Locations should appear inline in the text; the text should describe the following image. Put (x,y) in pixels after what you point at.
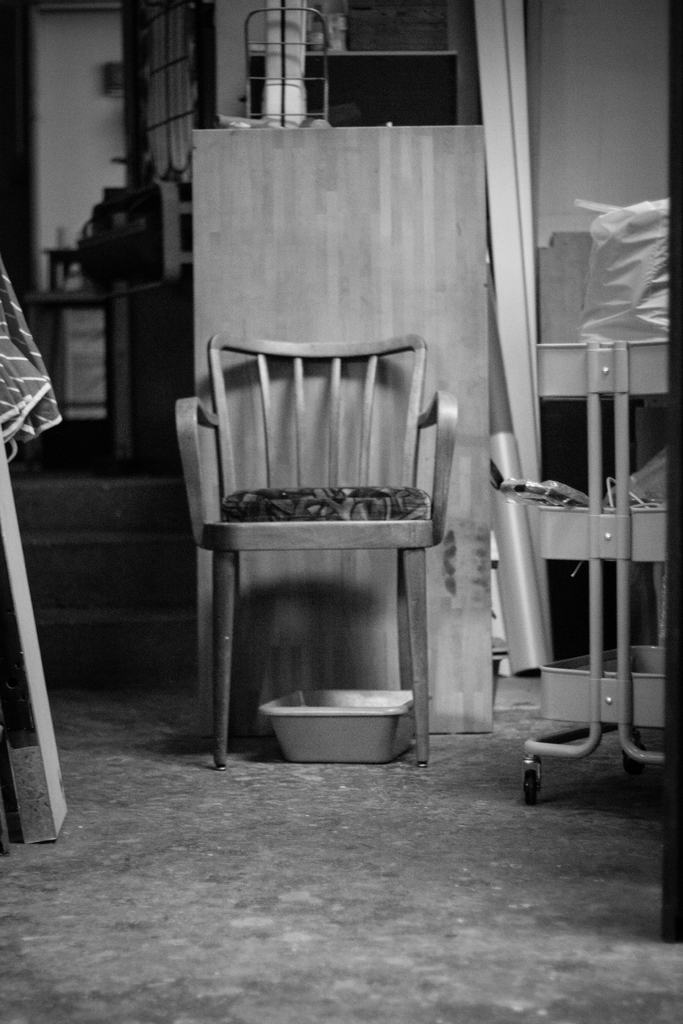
This is a black and white image where we can see a chair (351,508), a pan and a few more objects (447,724) in the background (359,84).
